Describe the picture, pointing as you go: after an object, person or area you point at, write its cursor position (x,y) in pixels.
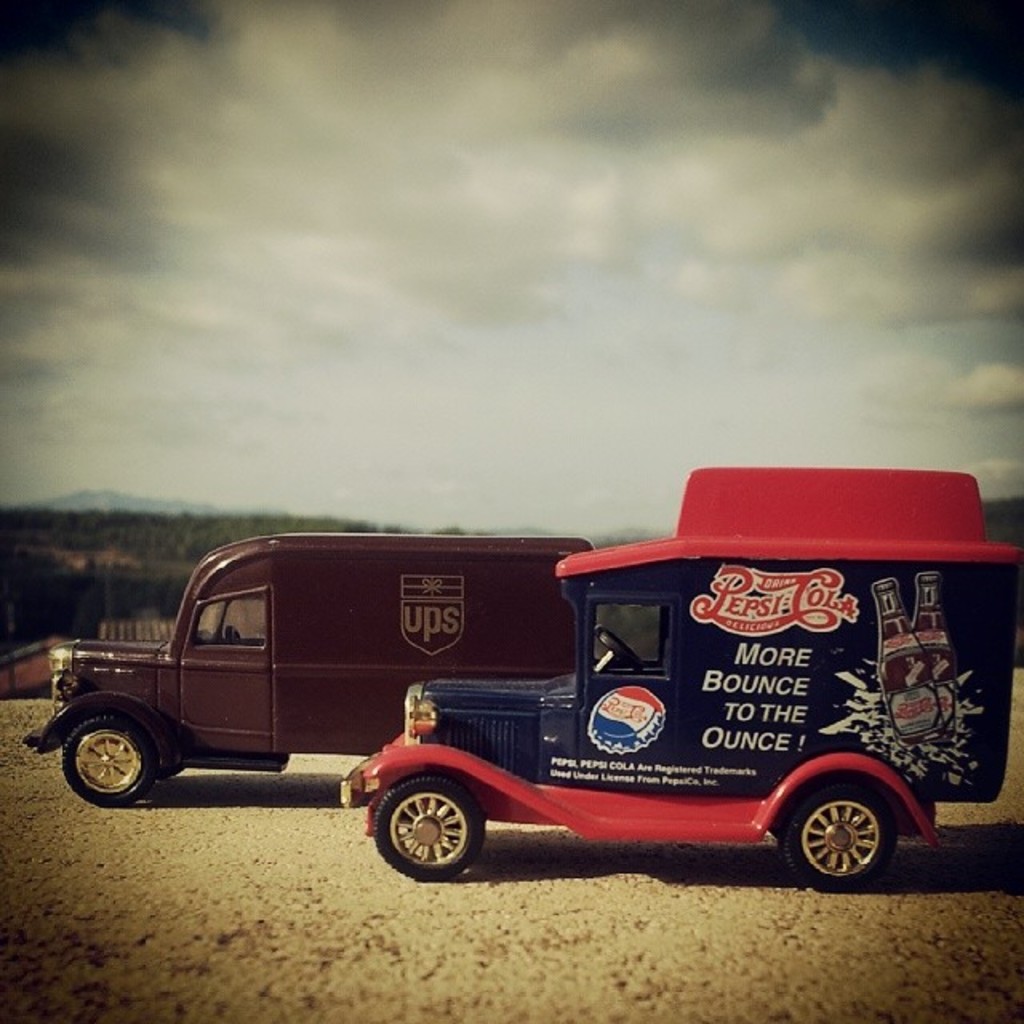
In this image I can see few vehicles (511,756) and I can also see few trees (173,565) in green color. In the background (416,191) the sky (532,152) is in white and blue color.
